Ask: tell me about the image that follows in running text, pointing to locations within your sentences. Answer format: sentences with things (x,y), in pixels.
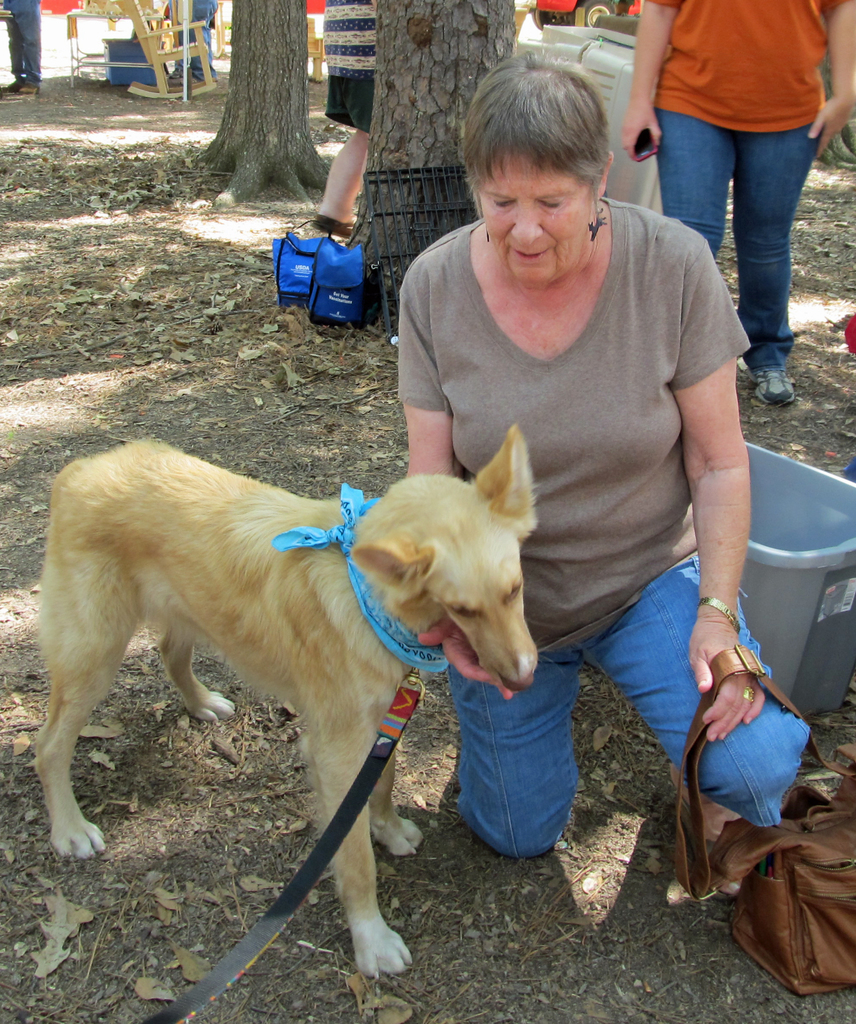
This is the picture in the outdoor, this is a dog (262,612) which is tied with a belt (307,869) and beside the dog (443,570) there is women (571,445) sitting and watching the dog (449,546) and the women (595,466) is holding a bag (802,896) beside the women (670,537) there is a container (785,575) and there is other person (654,124) who is in orange T shirt (770,129) and blue jeans (764,288) and the background of the women (522,299) there is a trees (397,87) and there is chair (159,49).
